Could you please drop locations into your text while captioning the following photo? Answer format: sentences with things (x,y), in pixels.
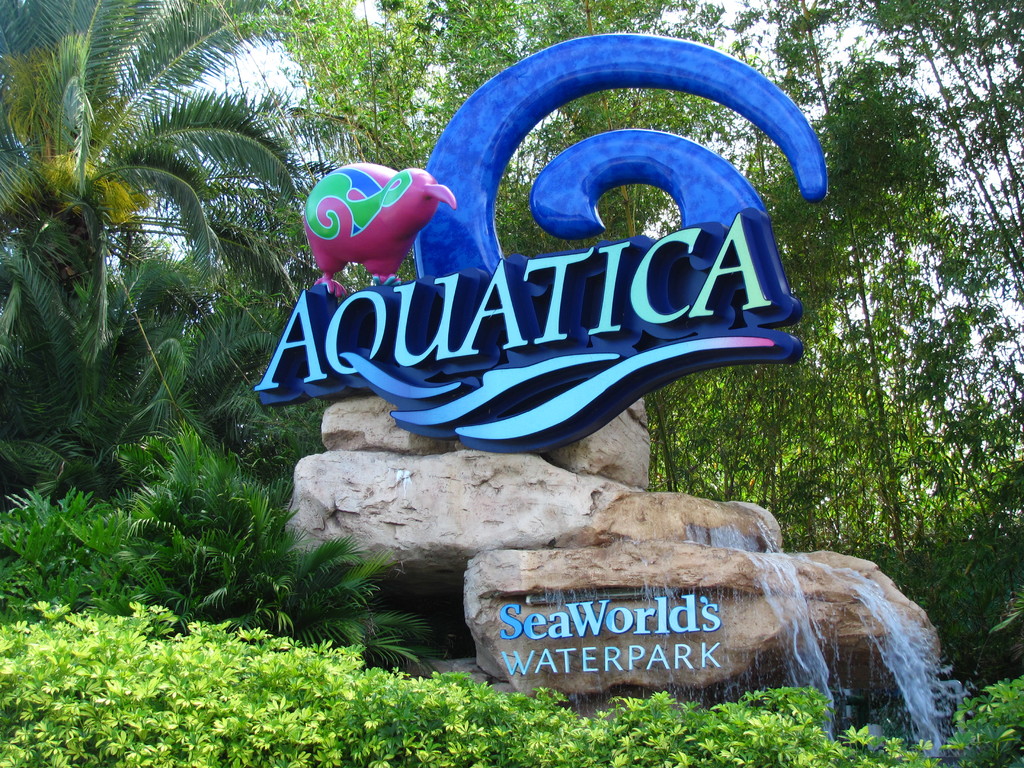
In this image we can see rocks (551,508) with water (784,617). On that something is written. Also there is a board (463,306) with design (415,217) and name (568,323). There are plants (218,459) and trees (855,231).
